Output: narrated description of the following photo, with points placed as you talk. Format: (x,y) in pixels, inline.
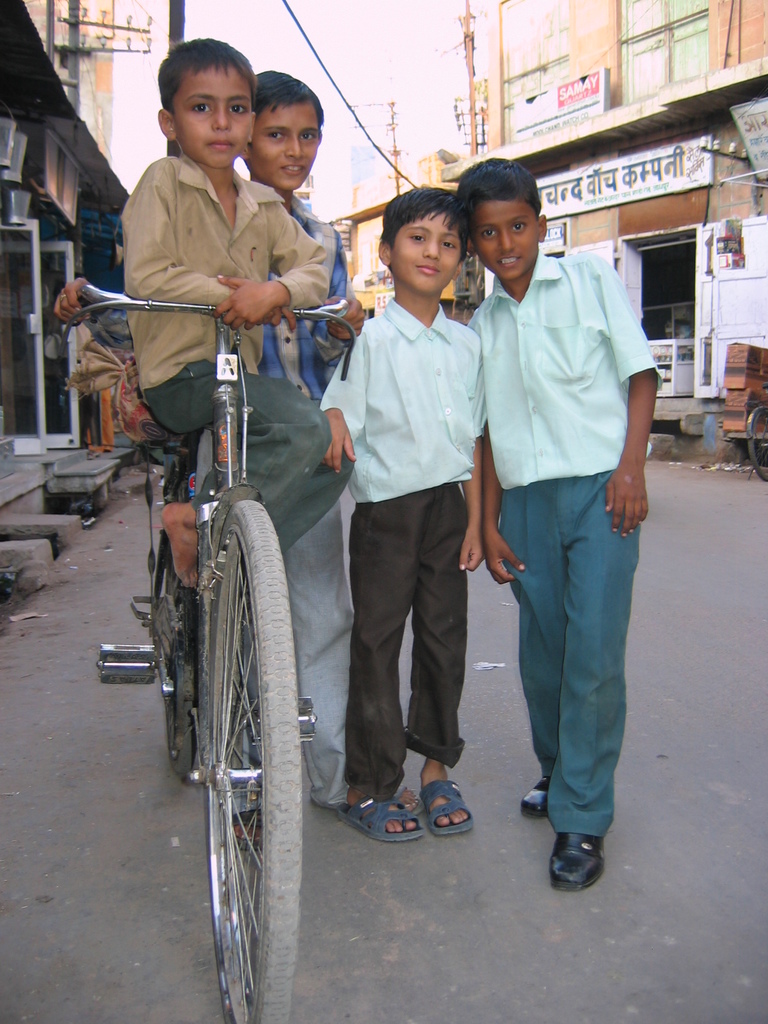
There are 3 boys (491,451) standing and a boy (231,309) is sitting on the bicycle (196,590) on a road (314,895). Behind them there are buildings (90,65), poles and sky (300,55).
